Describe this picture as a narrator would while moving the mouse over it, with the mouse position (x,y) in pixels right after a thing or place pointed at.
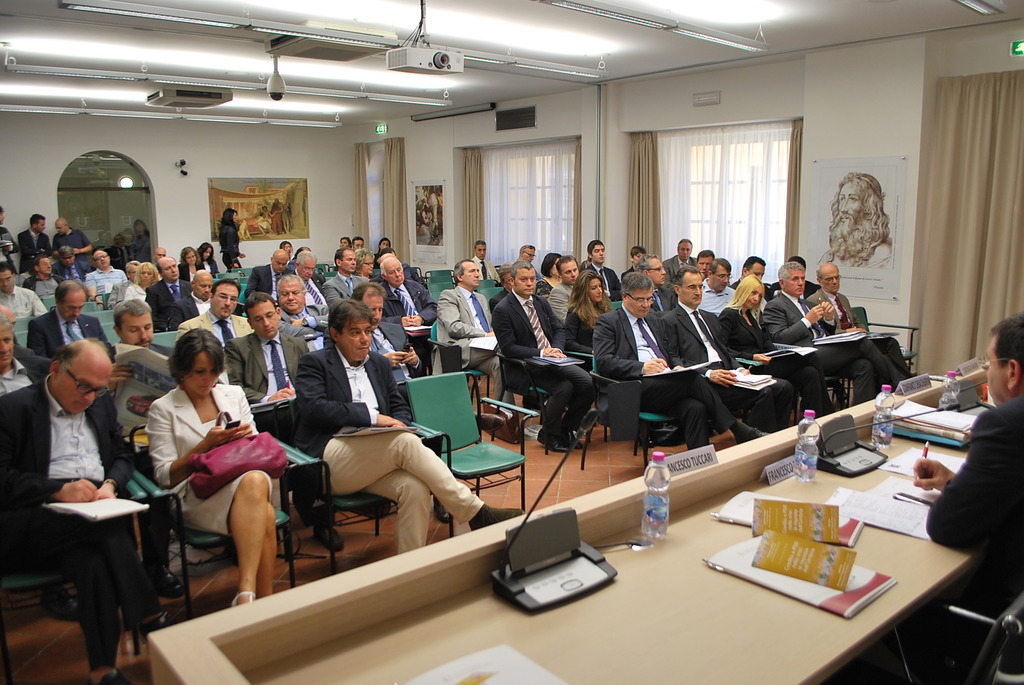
In this image we can see a few people (321,346), some of them are sitting on the chairs (139,477) and holding papers (94,513), bags (257,442), mobiles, some people (64,239) in the background (140,236) are standing, in front of them there is a table (706,526), on that we can see a mic (531,525), papers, few water bottles (813,450) and other objects (833,534), there is a person (981,490) sitting at the table (673,499) holding a pen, also we can see some lights (263,88), windows (368,195), curtains (474,172), chairs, door (145,192), CC camera (277,91), a projector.
